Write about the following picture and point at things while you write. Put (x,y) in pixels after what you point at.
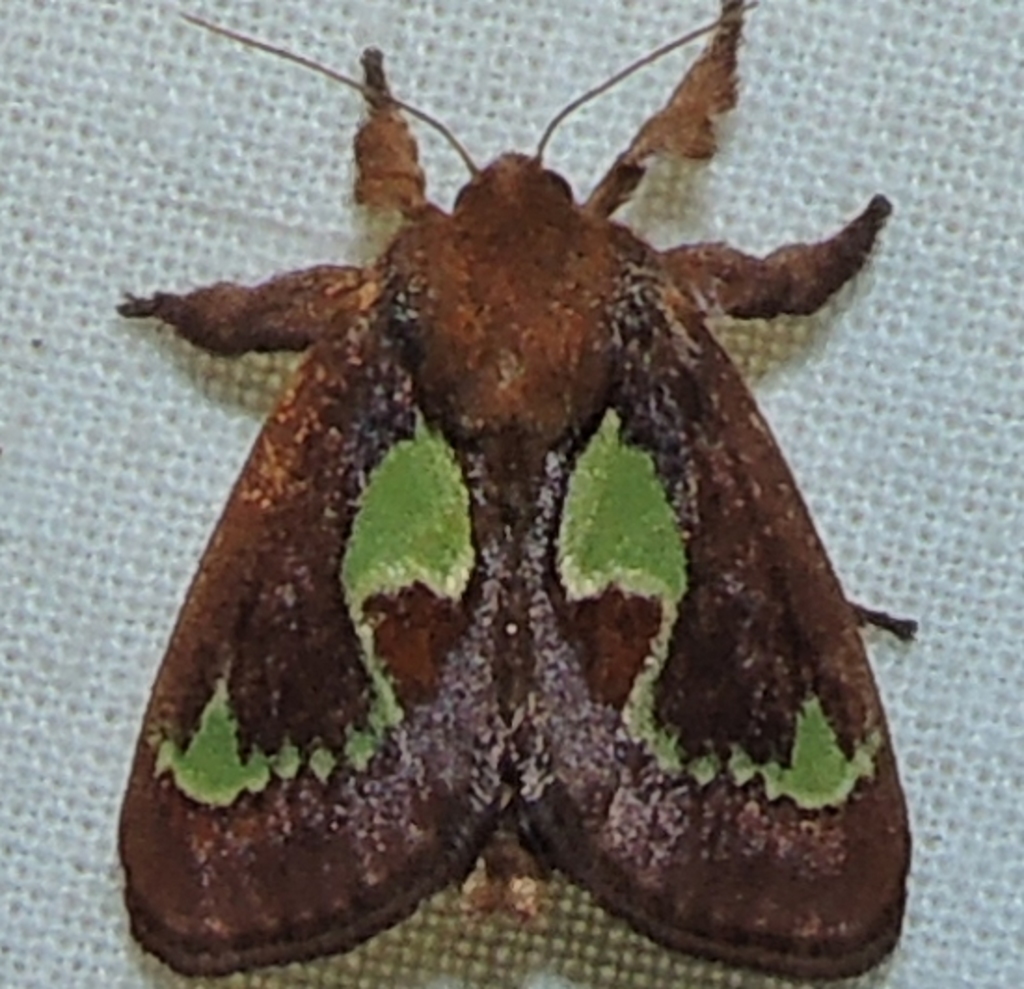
In this image I can see white colour thing (912,185) and on it I can see a brown and green colour insect (565,488).
